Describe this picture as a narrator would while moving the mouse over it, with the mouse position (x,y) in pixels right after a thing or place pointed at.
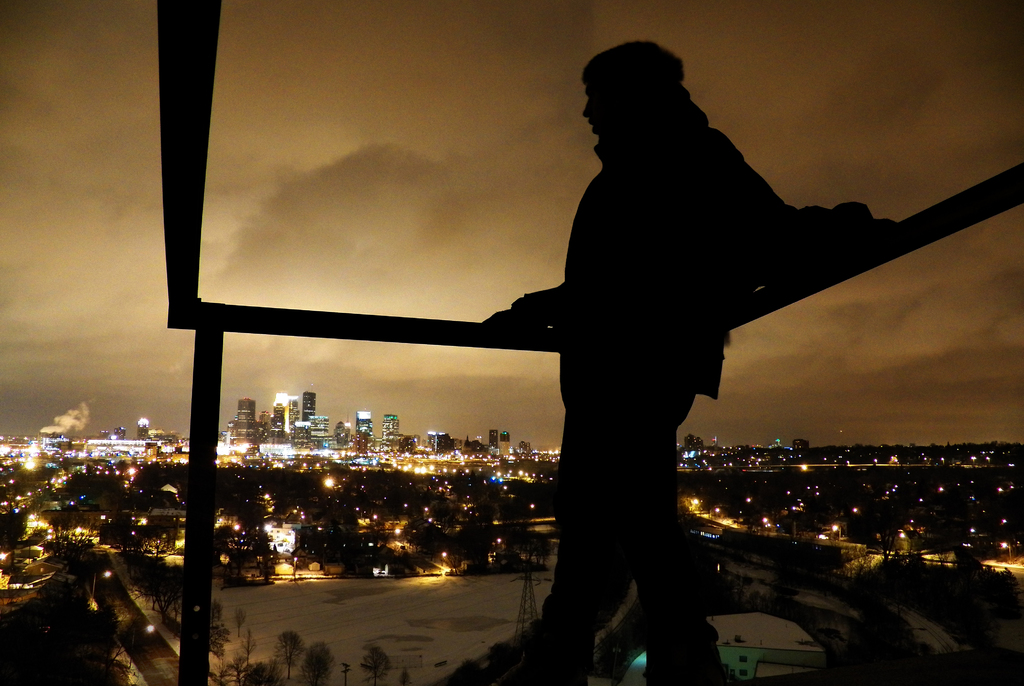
In this image, we can see a person (595,421) holding a pole stand (285,313). There are a few buildings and lights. We can see a tower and the ground (517,608). There are a few trees (15,647). We can see the sky (495,239) with clouds (1013,348).
